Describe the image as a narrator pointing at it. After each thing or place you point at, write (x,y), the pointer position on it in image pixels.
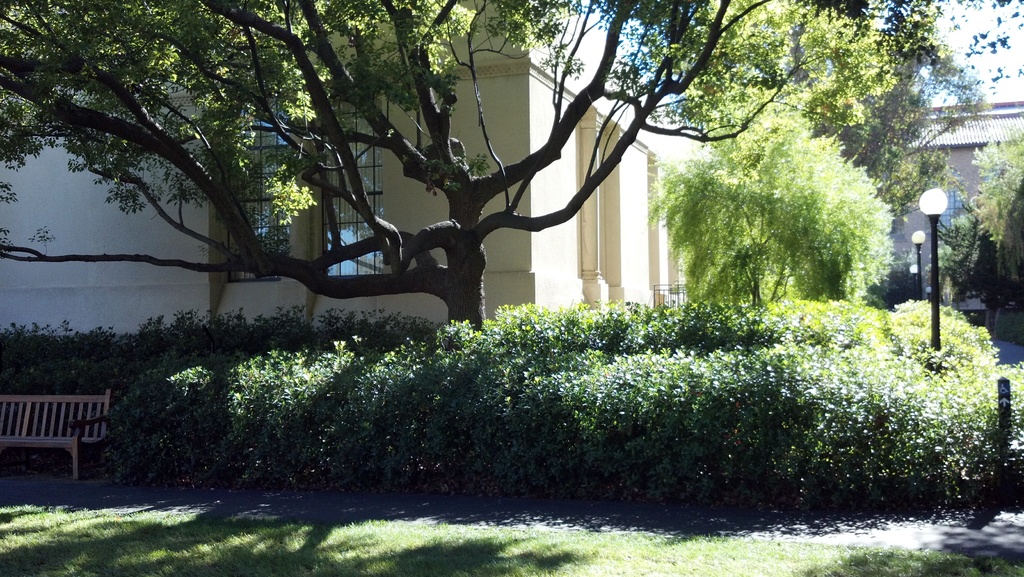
In the picture we can see a grass surface (92,525) and behind it, we can see a bench (90,402) and full of plants (648,448) around the house (415,311) and we can see some poles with lamps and behind the house (596,221) we can see another house wall (976,185) and some plants (989,290) near it.
